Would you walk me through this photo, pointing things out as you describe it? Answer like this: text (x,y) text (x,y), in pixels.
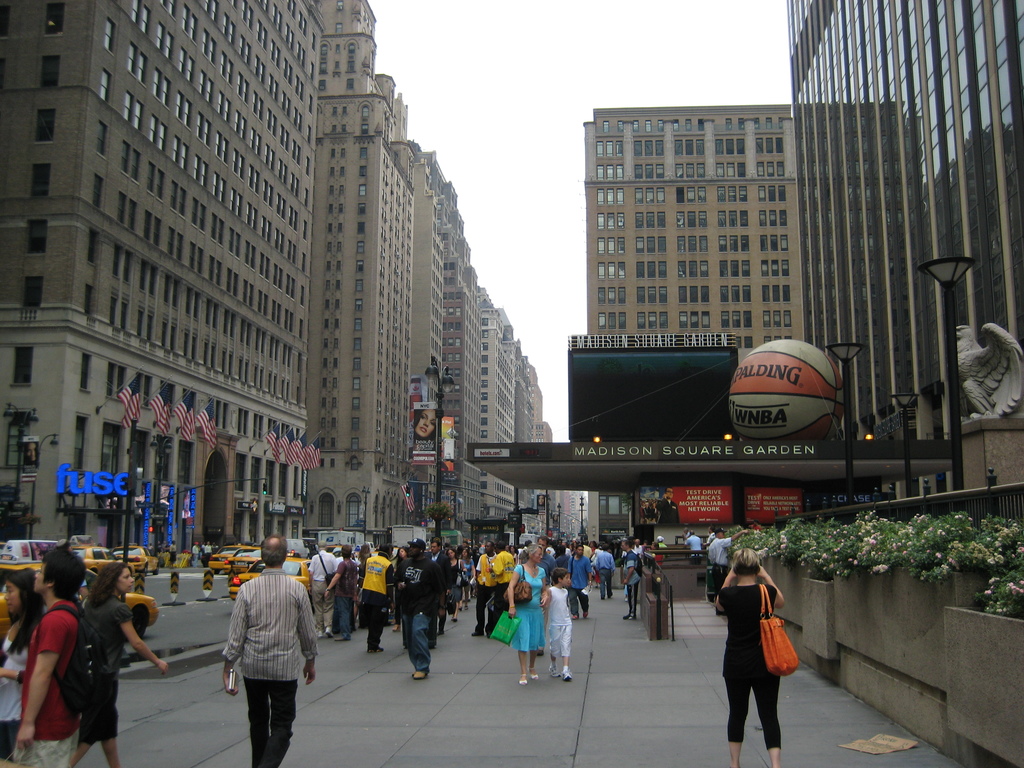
In this image we can see many buildings (603,190) and they are having many windows (131,206). There are many plants (928,553), flags (280,434), vehicles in the image. There are many people (201,545) and few people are carrying some objects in the image. There are few advertising boards (418,379) in the image. There is a sky (555,209) in the image.
